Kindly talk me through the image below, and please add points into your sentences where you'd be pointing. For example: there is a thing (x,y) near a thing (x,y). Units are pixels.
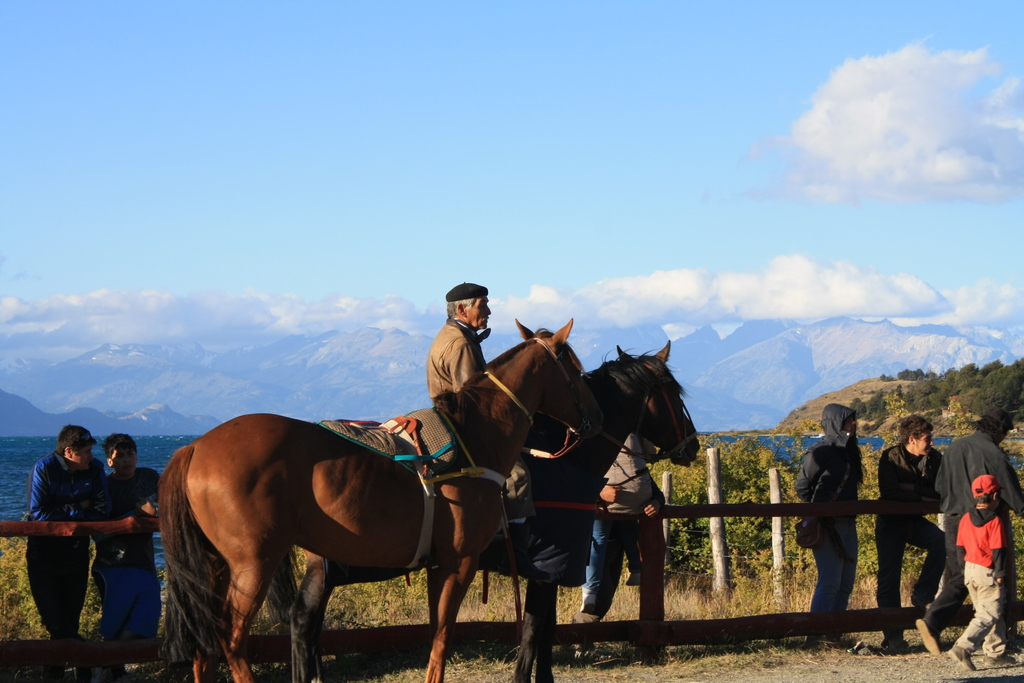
there is a man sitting in a horse (172,550) with other horse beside and few people (923,434) standing around the wooden fence (705,633) there is a beautiful mountains (28,381) and the sky (975,6).
